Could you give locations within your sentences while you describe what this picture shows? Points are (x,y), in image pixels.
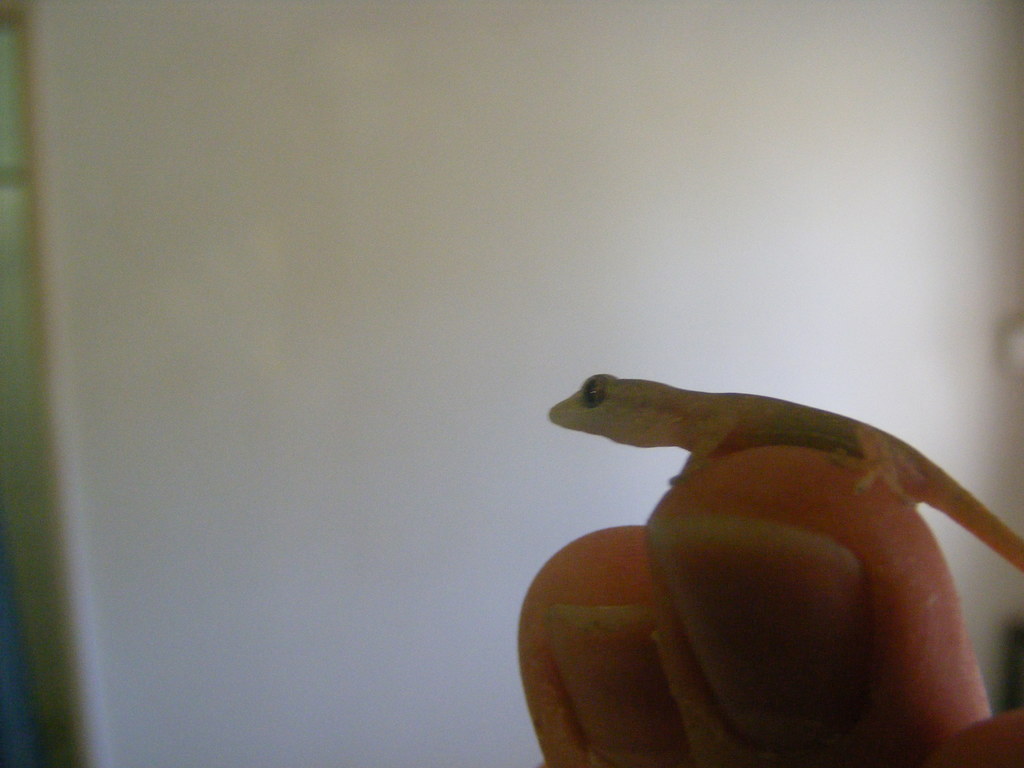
In this image we can see the person's fingers (798,652) and there is a lizard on a finger (787,659) and the background (660,271) is white in color which looks like a wall (75,553).
